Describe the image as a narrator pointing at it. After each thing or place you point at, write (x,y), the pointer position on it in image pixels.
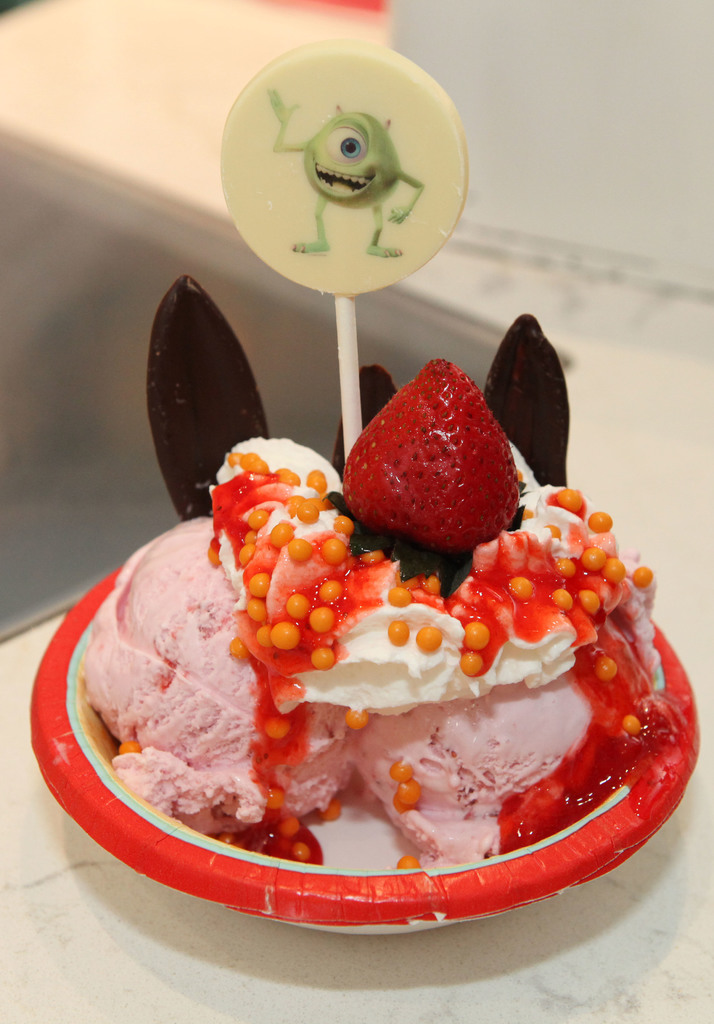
In the image there is a bowl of ice cream (386,788) with a strawberry (401,471) above it on a table (246,1002) and there is a lollipop (339,118) in the middle of the ice cream (395,789).
